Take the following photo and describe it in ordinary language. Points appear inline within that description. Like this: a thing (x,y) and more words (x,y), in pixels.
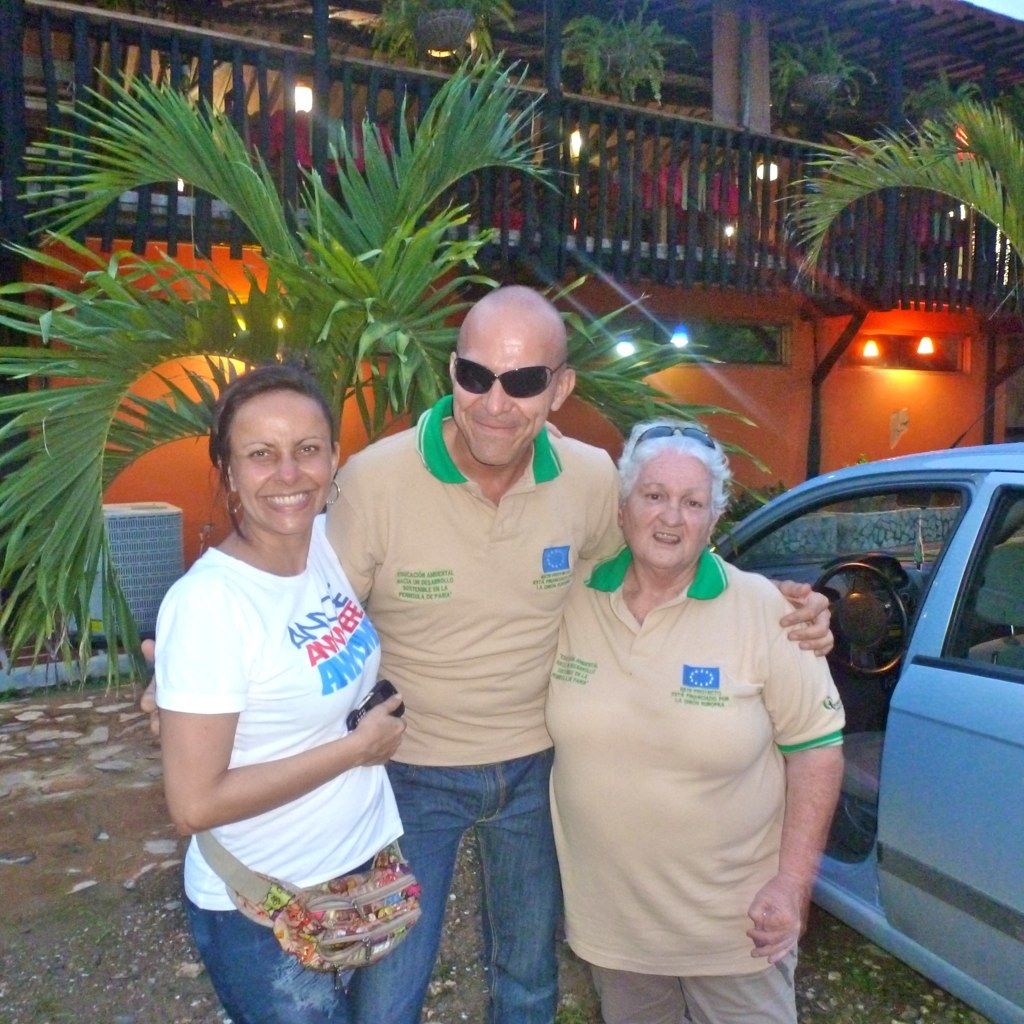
In the foreground of this image (628,715), there are two women (373,838) and a man (547,656) standing on the ground (482,960) and a woman (205,867) is wearing a bag (358,918) and holding a mobile (378,696). On the right (992,662), there is a blue colored car (992,715). In the background (917,236), there are trees (343,301), potted plants (830,83), railing (586,148), lights (626,345) and the orange wall (915,411).
